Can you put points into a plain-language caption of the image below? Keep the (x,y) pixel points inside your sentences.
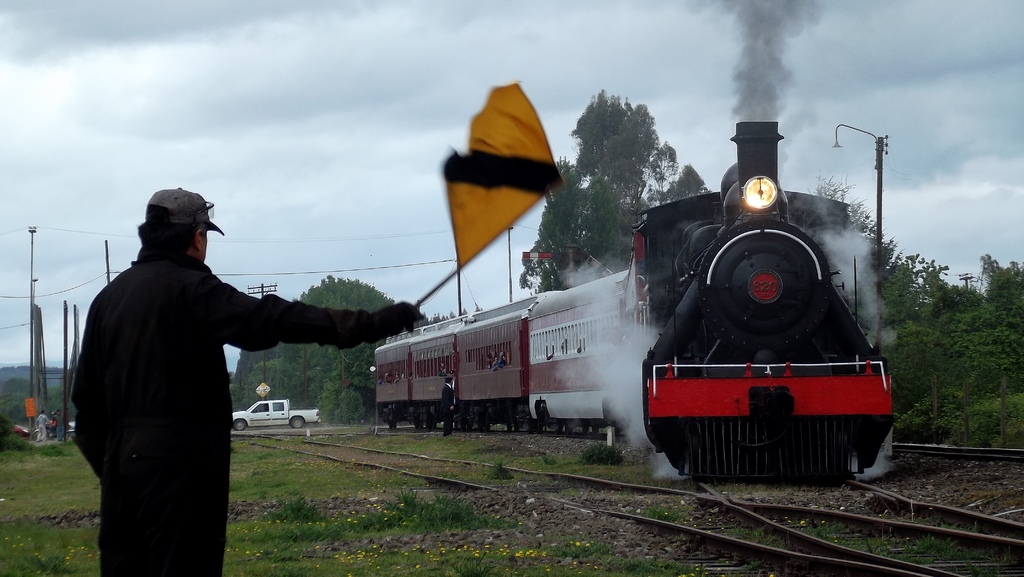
Here we can see a person (310,331) holding a flag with his hand (419,318) and there is a train (789,426) on the track (793,544). Here we can see grass (50,448), plants (390,513), flowers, trees (970,330), poles (303,384), and a vehicle (296,422). In the background (263,120) we can see sky (553,63).
